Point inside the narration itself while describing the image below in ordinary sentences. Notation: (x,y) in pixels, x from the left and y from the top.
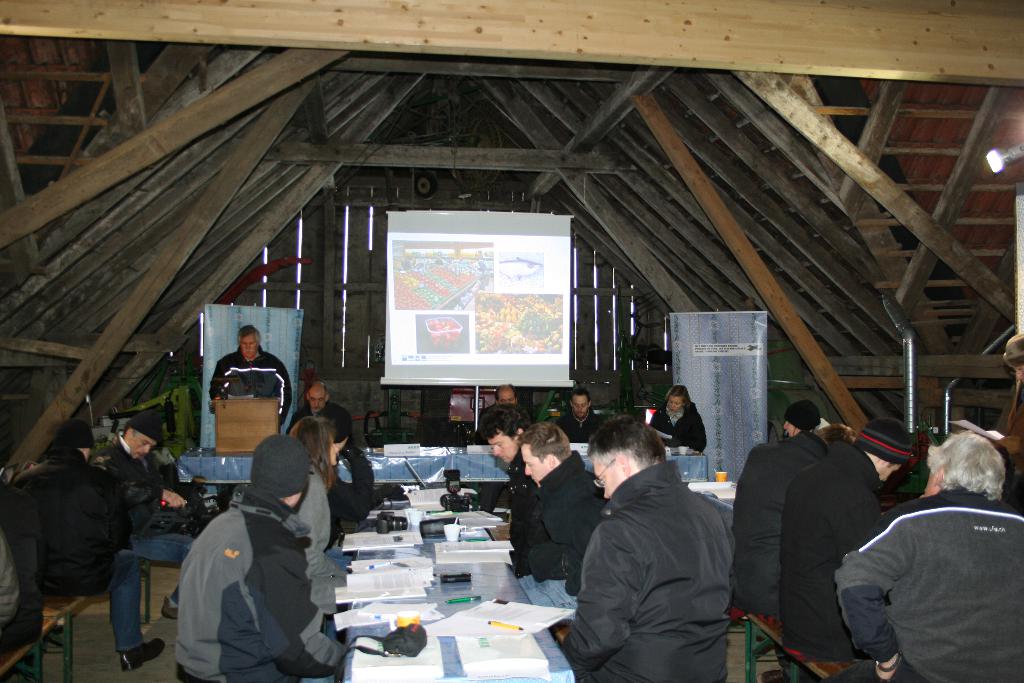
This image is taken under a wooden shed (414,133), where we can see, persons (253,519) sitting on the benches (852,662) or tables (565,677) on which papers (388,592), cameras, markers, a cup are placed. In the background (317,391), there are persons (698,414) sitting near a table (440,464) and a man (283,380) standing, two banners (291,331) and a screen (464,319).
